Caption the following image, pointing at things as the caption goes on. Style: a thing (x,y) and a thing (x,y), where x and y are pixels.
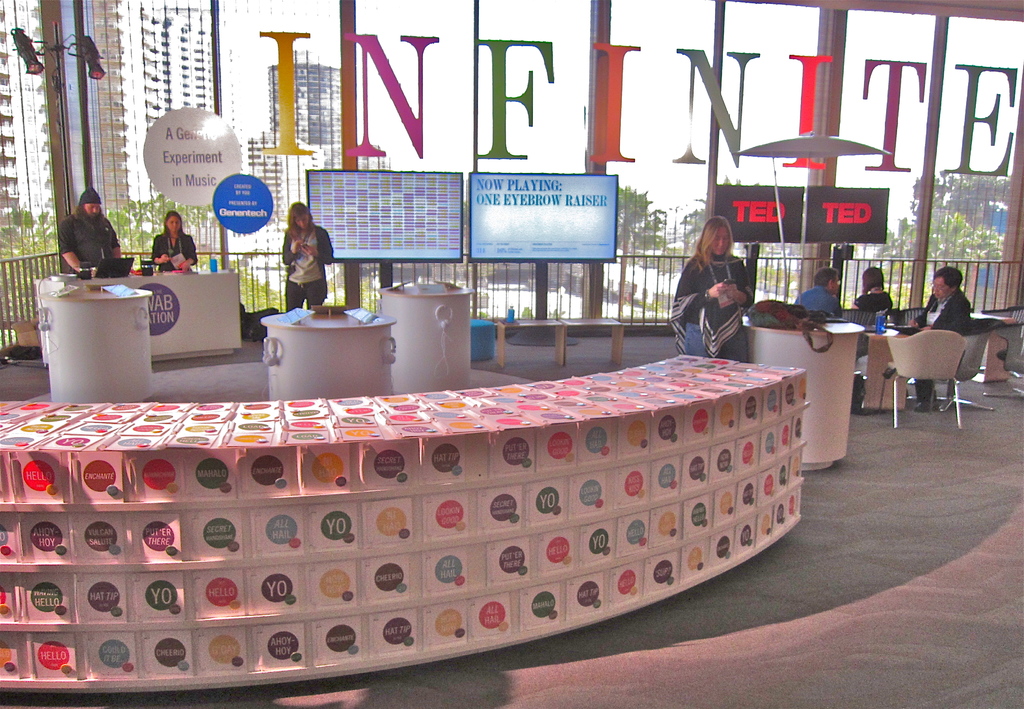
In the center of the image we can see people (89,195) standing and some of them are sitting. There are tables (304,333) and chairs (965,344). In the background (735,229) there are screens (523,254) and we can see boards (412,128) placed on the glass (654,94).
